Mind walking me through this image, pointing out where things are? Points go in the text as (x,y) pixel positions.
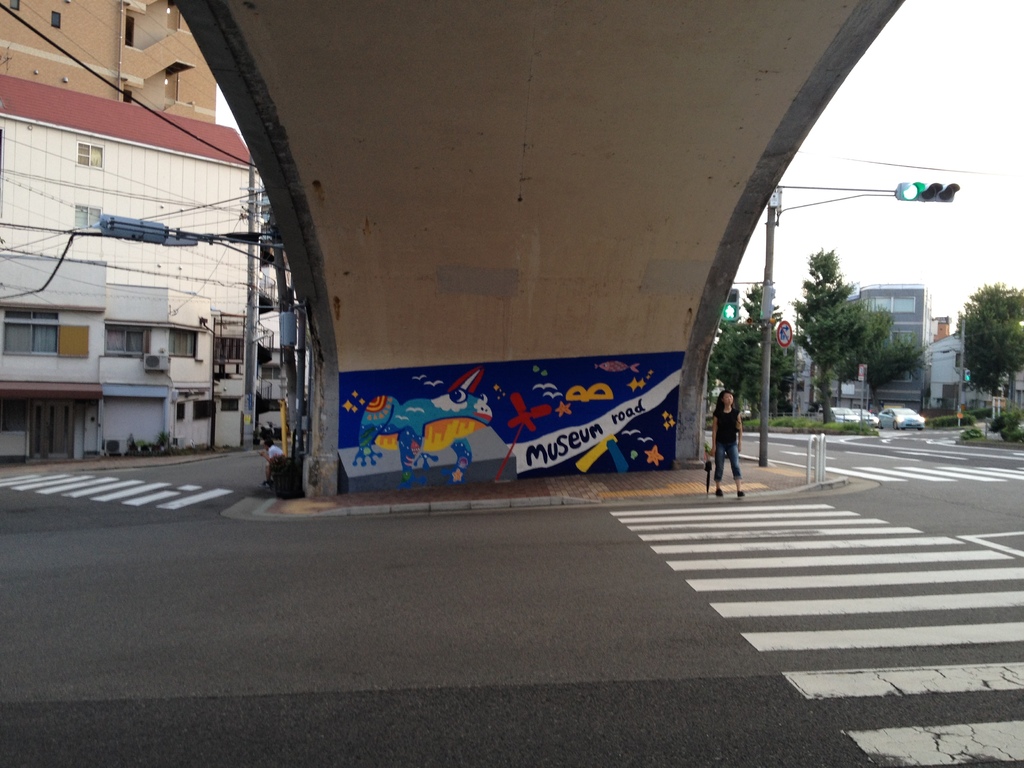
In this image I can see few buildings (122,343), windows (122,343), current poles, wires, traffic signals (735,309), sign boards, poles (774,243), trees (746,393), few people (736,471) and few vehicles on the road (831,457). The sky (897,259) is in white color.
